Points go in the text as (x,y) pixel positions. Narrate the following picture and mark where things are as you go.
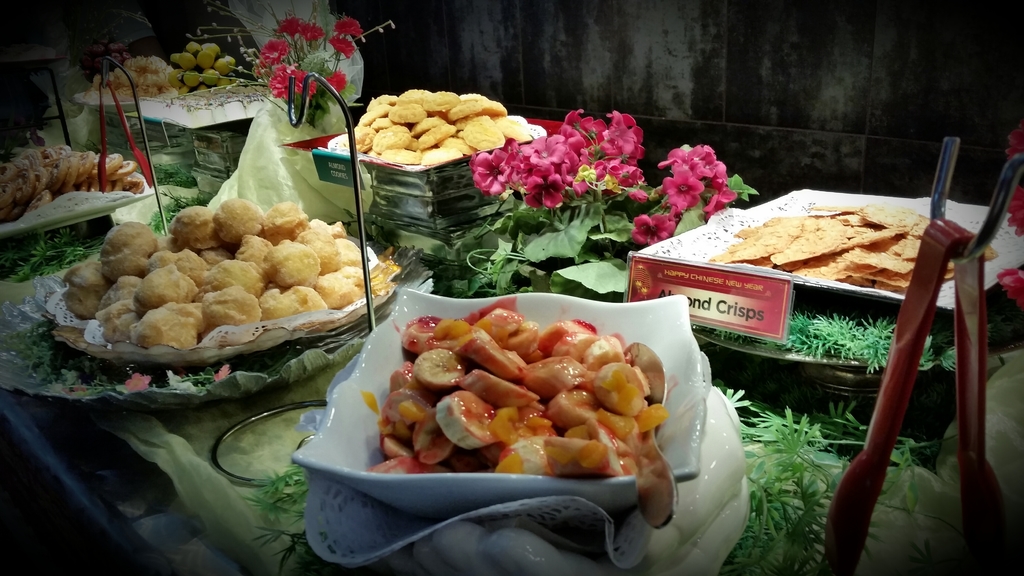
In this image there are bowls (722,222) in that bowls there are food items (404,121), in the middle (582,230) there are flowers (526,154).
